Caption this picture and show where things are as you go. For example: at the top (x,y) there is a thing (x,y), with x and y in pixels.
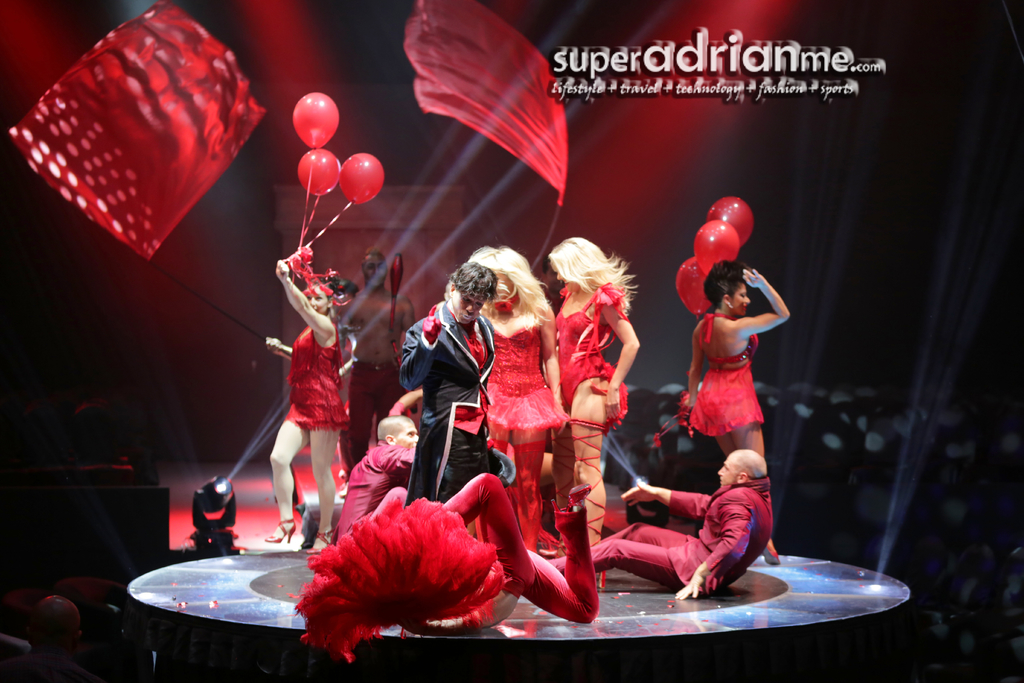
In this image on a stage (224,587) few people (469,447) are performing. In the background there are lights (287,72), flags (123,93). Two ladies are holding balloons (330,181). In the middle (447,358) a person (452,343) is standing wearing black dress (444,408), other people (411,466) are wearing red dress (306,368).
